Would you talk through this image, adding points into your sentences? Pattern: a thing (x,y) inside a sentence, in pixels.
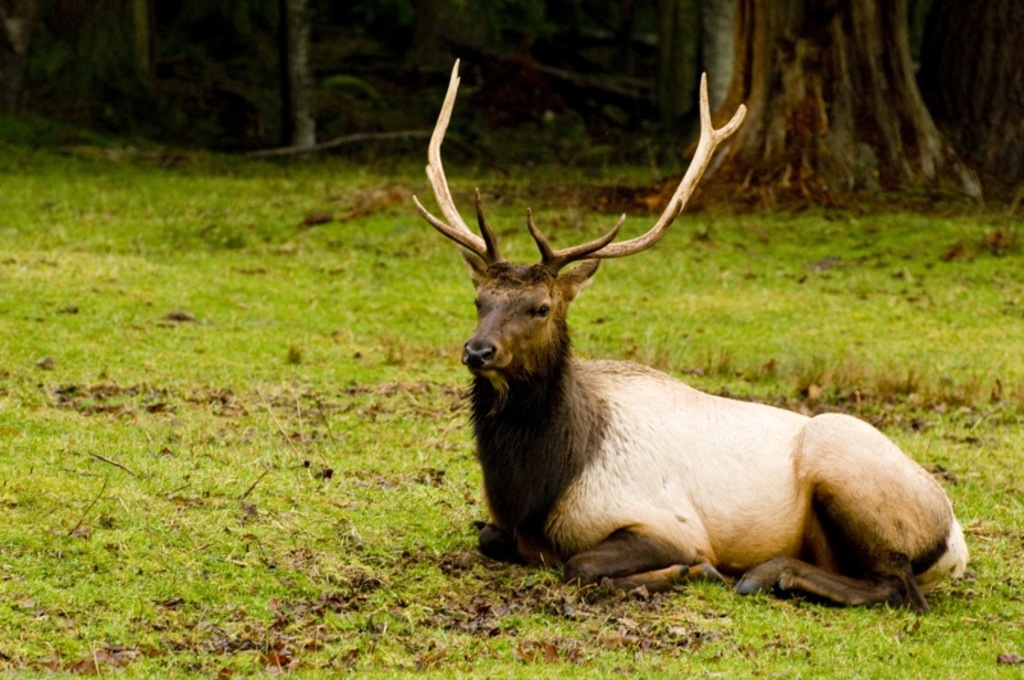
In this image we can see a deer (781,438) on the ground (413,571). In the background (958,56), we can see a group of trees (755,62).
